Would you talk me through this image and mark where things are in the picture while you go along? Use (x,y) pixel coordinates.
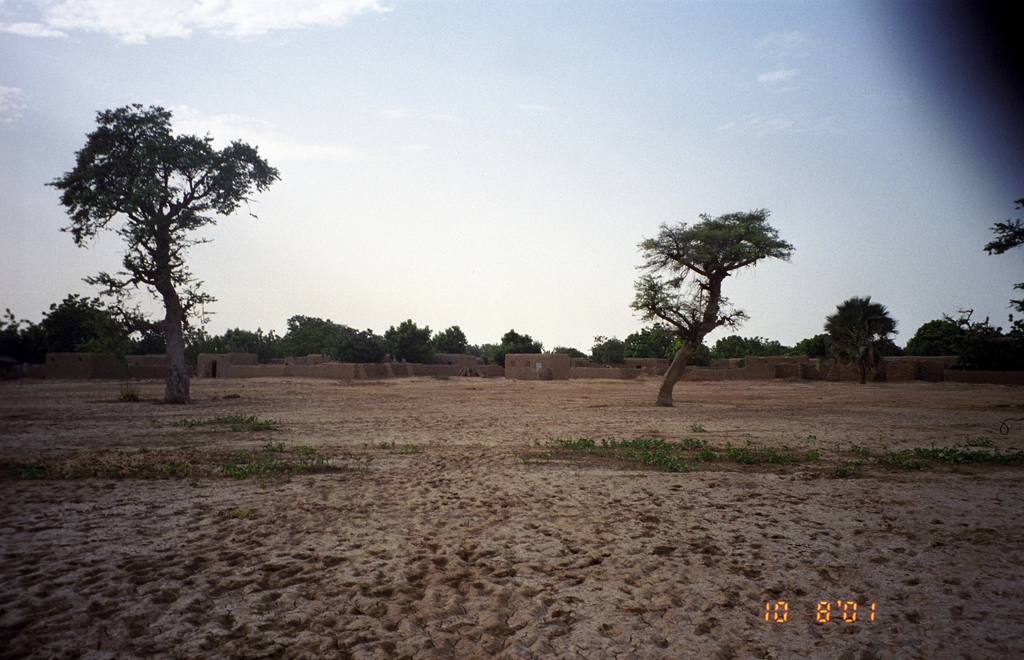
On the bottom right (787,605), there is a watermark (777,619). In the background (703,360), there are two trees (137,322) on the dry ground (679,417), there is a wall (836,377), there are trees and there are clouds (303,3) in the blue sky (535,57).
